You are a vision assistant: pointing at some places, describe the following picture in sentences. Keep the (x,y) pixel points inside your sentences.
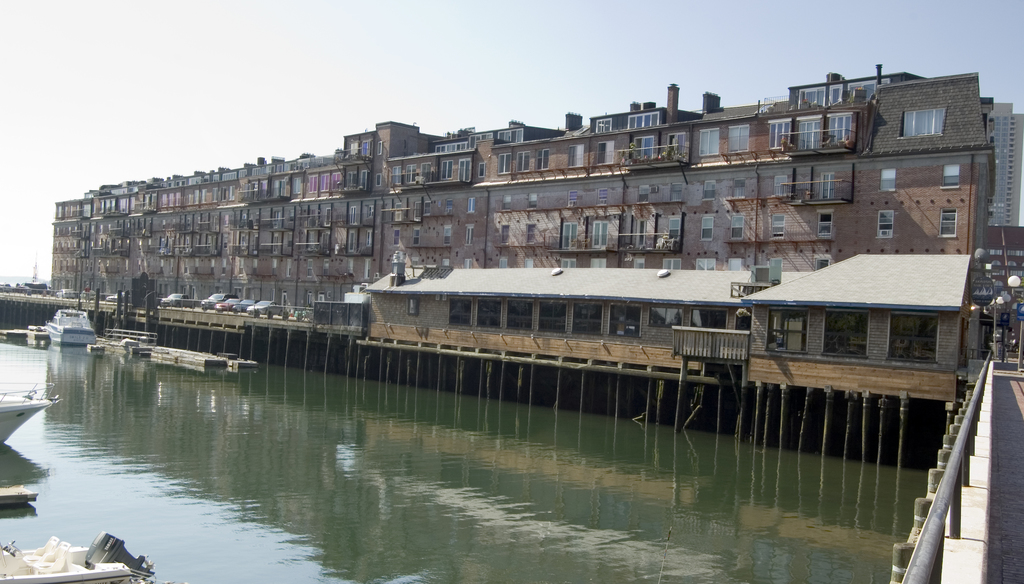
This picture shows buildings (380,149) and we see cars (241,301) parked and few boats (120,556) in the water (95,414) and we see pole lights (1002,303) and a clear sky (338,93).
